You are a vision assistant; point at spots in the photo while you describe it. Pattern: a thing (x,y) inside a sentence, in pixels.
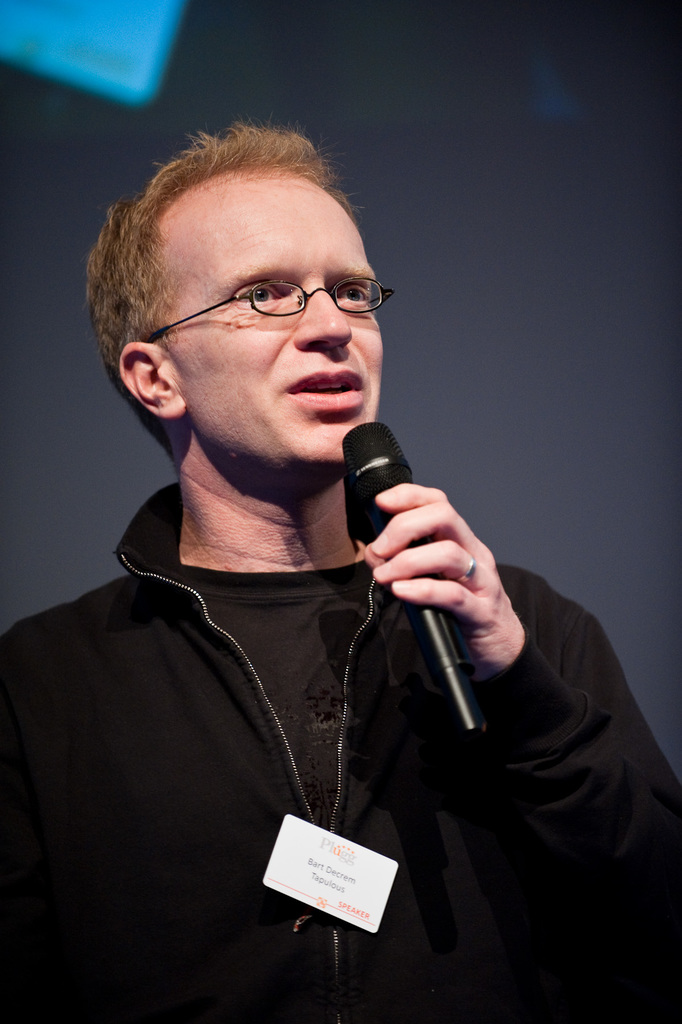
In the image we can see there is a man (204,692) who is holding a mike (389,516) in his hand (412,492).
